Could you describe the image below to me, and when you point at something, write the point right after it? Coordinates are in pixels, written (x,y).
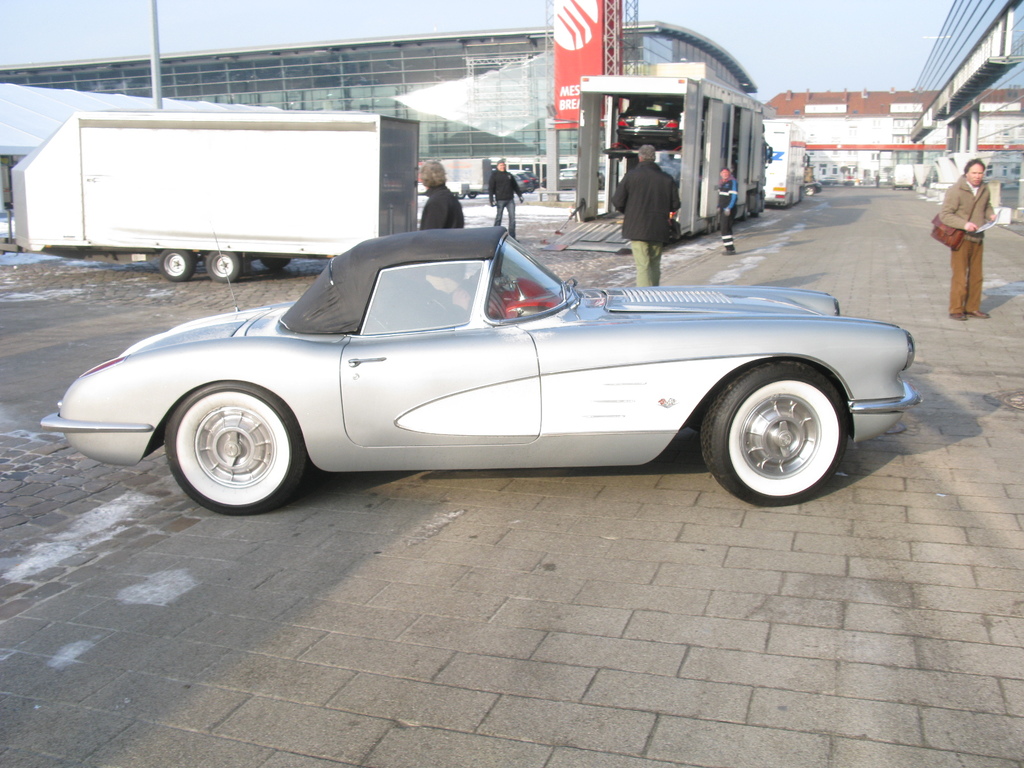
In the center of the image (451,359) a car (564,392) is there. In the background of the image (565,157) we can see some buildings (544,84), boards (578,109), trucks (786,185), some persons (729,177), poles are there. At the top of the image (181,30) sky (244,34) is there. At the bottom of the image (942,619) ground (851,572) is present.
